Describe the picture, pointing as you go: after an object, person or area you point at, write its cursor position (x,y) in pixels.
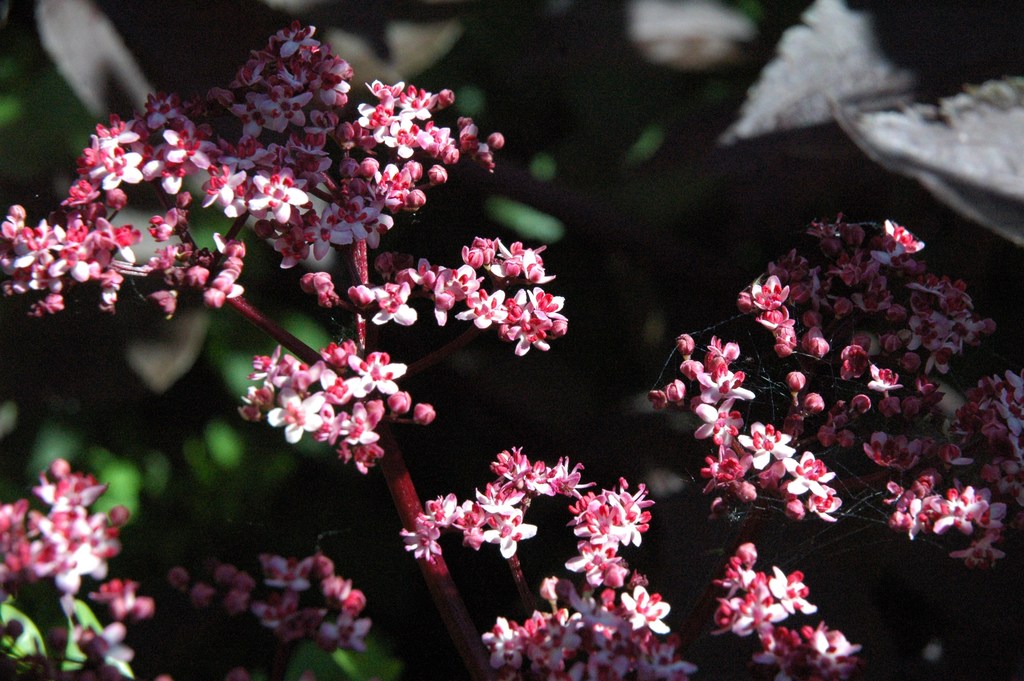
There are few flowers (378,262) which are in pink and white color.
